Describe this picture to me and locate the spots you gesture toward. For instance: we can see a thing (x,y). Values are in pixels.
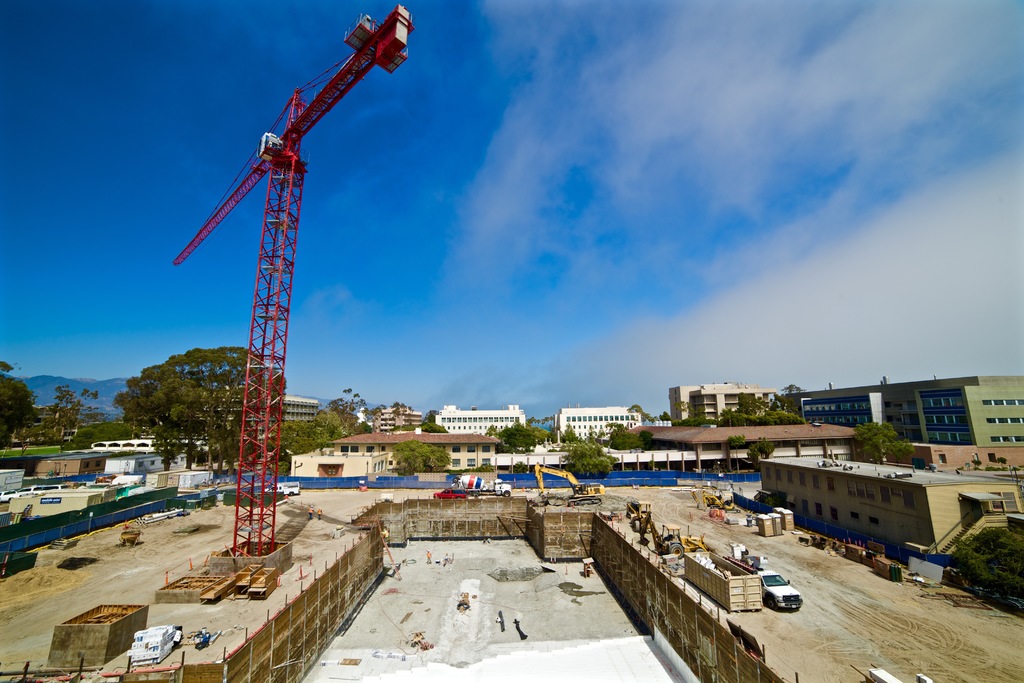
In this image on the left side (256,336) there is one tower (268,269), and at the bottom (723,632) there is wall (309,604), vehicles (673,531), sand (921,595) and some boxes (255,571) and some objects (398,576). And there are some poles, and in the background (938,469) there are buildings (945,482), trees (1014,555), mountains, poles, and some other objects (63,523). At the top (733,154) there is sky (510,351).
